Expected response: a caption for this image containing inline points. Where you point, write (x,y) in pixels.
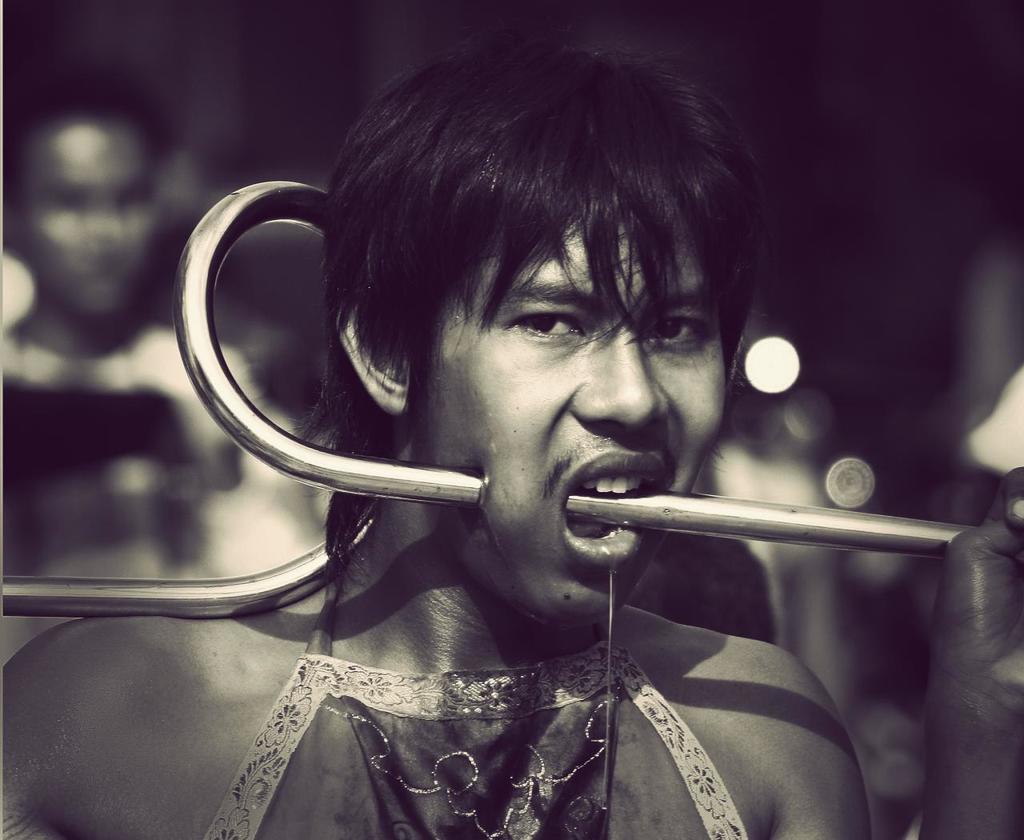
In this image we can see a person (442,690) who kept steel rod (432,498) in his mouth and the background (154,206) is blurry.
